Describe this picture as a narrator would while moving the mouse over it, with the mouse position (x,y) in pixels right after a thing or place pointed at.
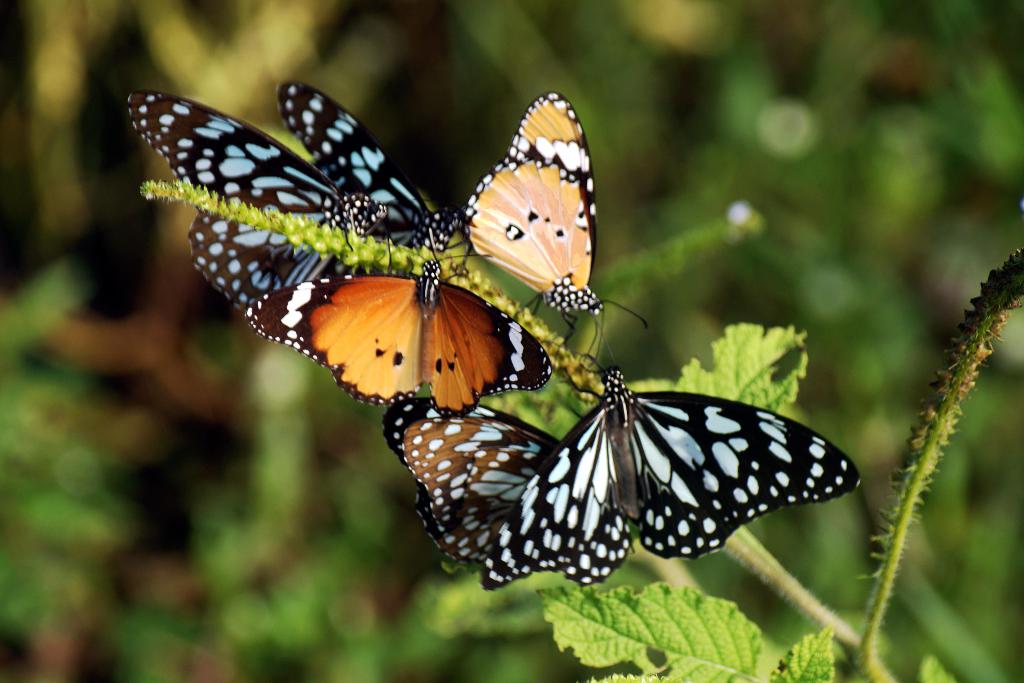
In this picture we can see butterflies (480,466) and in the background (766,523) we can see trees (815,581) it is blurry.
